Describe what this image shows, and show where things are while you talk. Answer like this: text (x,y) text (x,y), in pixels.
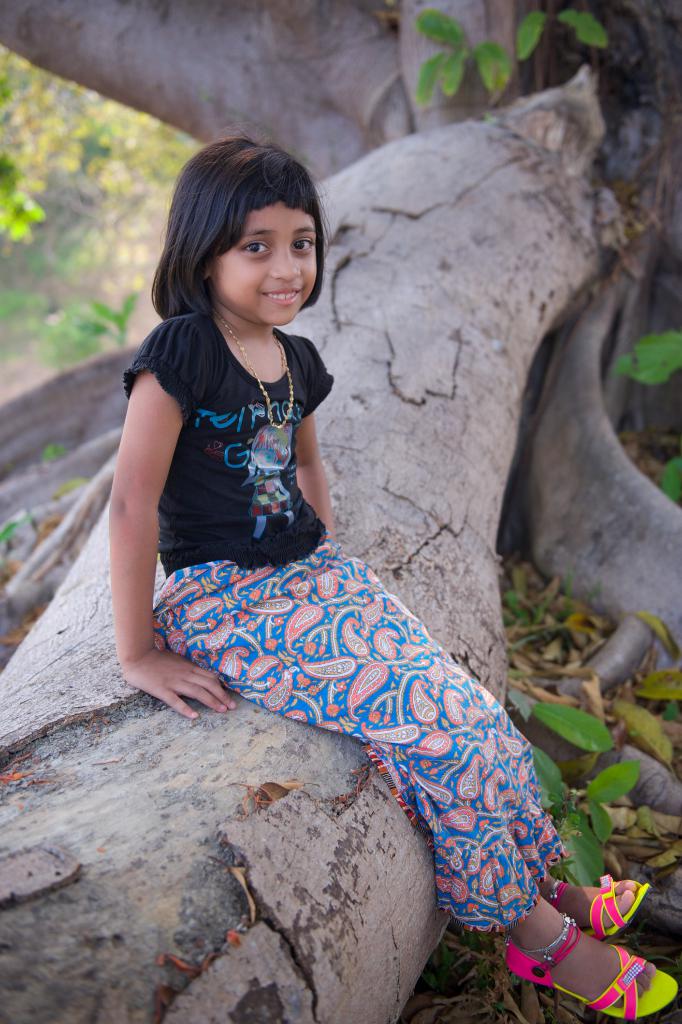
In the image we can see a girl (288,601), wearing clothes (234,611), neck chain (271,410), sandals (619,951), ankle chain (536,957) and she is sitting on a wooden log (206,804) and she is smiling. Here we can see leaves (552,784) and tree branches (385,50).
